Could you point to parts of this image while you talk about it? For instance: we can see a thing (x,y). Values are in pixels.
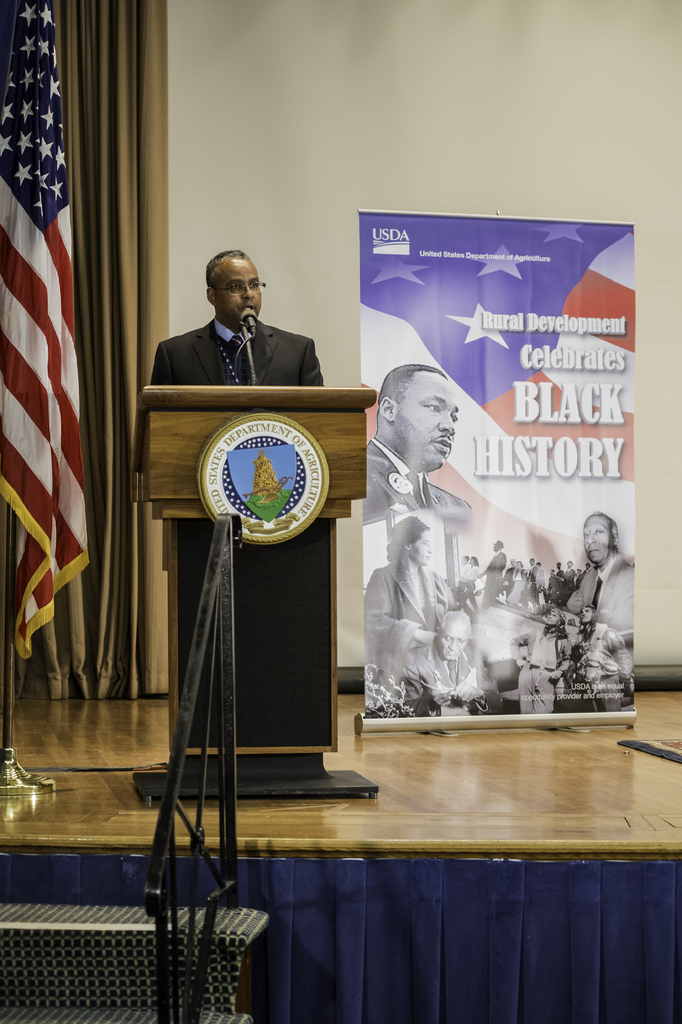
In this image we can see a man (233,379) standing behind a podium (263,400) containing a microphone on a stand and a board (233,485) with some text (273,520) on it. On the left side of the image (34,506) we can see a flag (34,479) on pole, curtains (74,185), staircase (137,967) and railing (176,971). In the background (520,251), we can see a banner (520,260) with some pictures (586,639) and text (530,395).
